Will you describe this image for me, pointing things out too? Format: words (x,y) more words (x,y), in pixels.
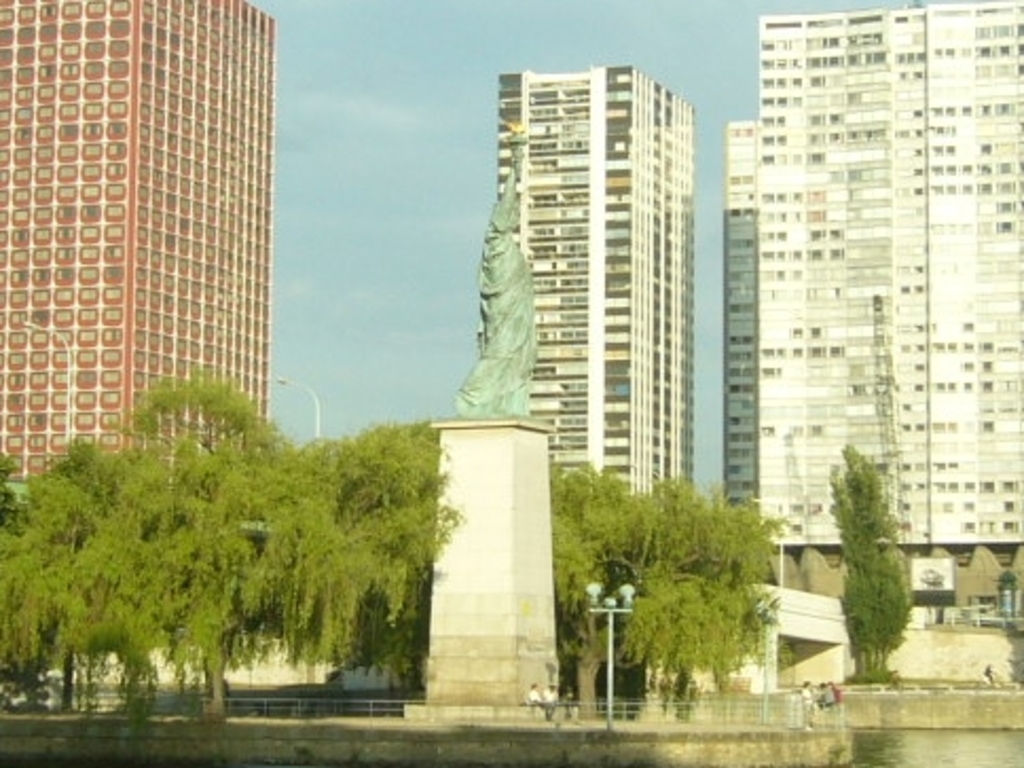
In this image in the center (523,302) there are trees (570,561) there is a statue (499,343) and in the background (200,254) there are buildings (233,358), there are poles (317,396). In the center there are persons (806,718) standing and sitting.
